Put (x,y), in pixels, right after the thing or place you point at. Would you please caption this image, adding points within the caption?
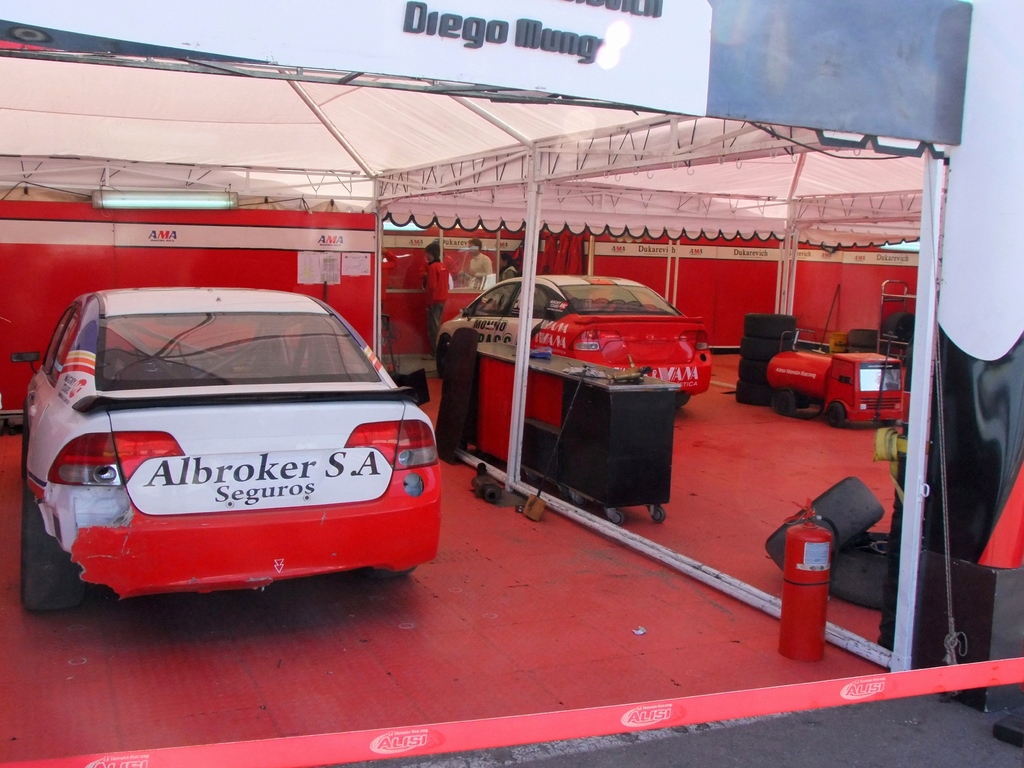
In this picture we can see there are two cars (631,344) parked in a tent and on the path (721,553) there is a fire extinguisher (785,576) and other things (744,397).
